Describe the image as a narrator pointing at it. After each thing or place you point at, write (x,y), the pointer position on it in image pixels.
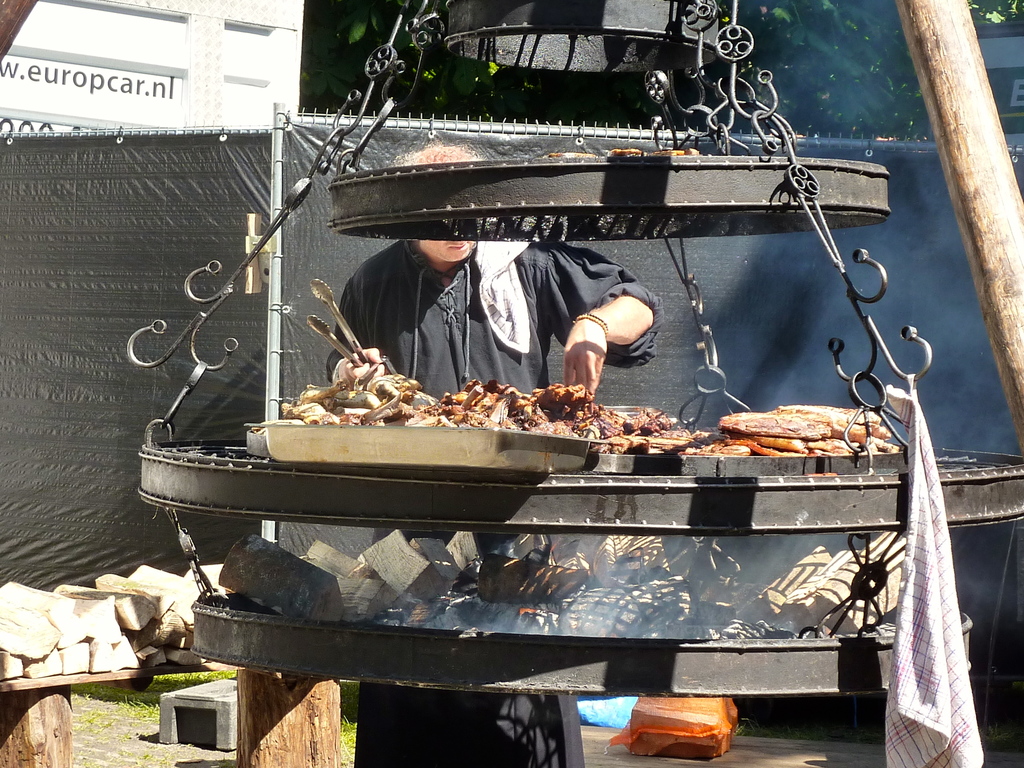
In this image, we can see a person (381,341) standing and preparing food (523,402), there is a furnace (567,585), we can see a cloth (906,602) hanging, in the background (6,380) there is a black cloth (69,262) on the fence (66,207).
